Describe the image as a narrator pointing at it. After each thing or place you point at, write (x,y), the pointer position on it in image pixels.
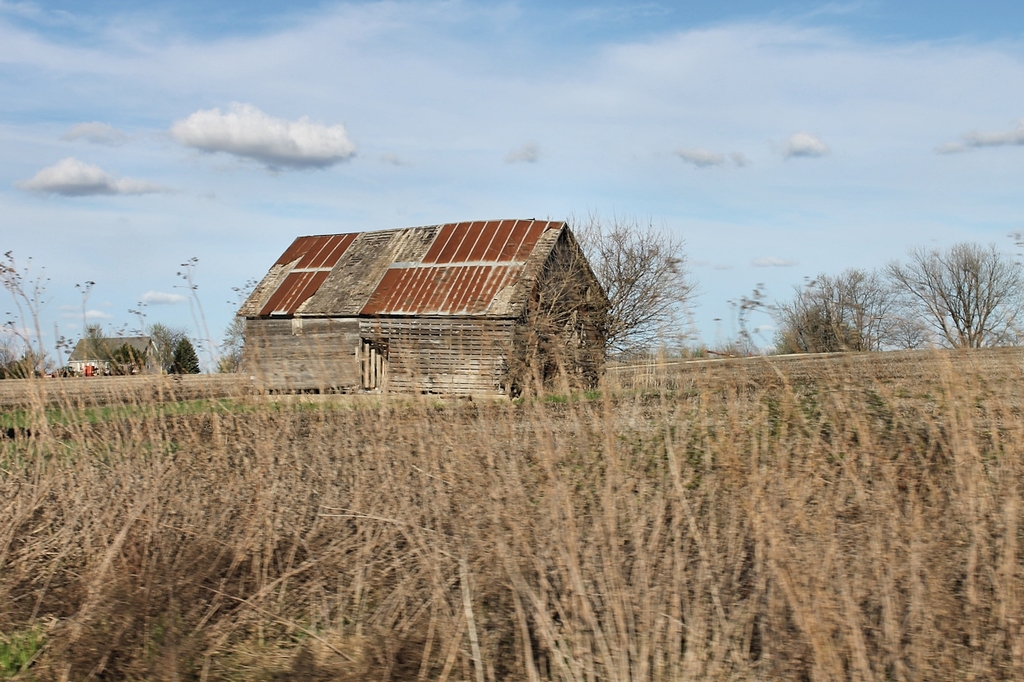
This is the picture of a place where we have two sheds (306,384) and around there are some trees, plants (172,438) around.
